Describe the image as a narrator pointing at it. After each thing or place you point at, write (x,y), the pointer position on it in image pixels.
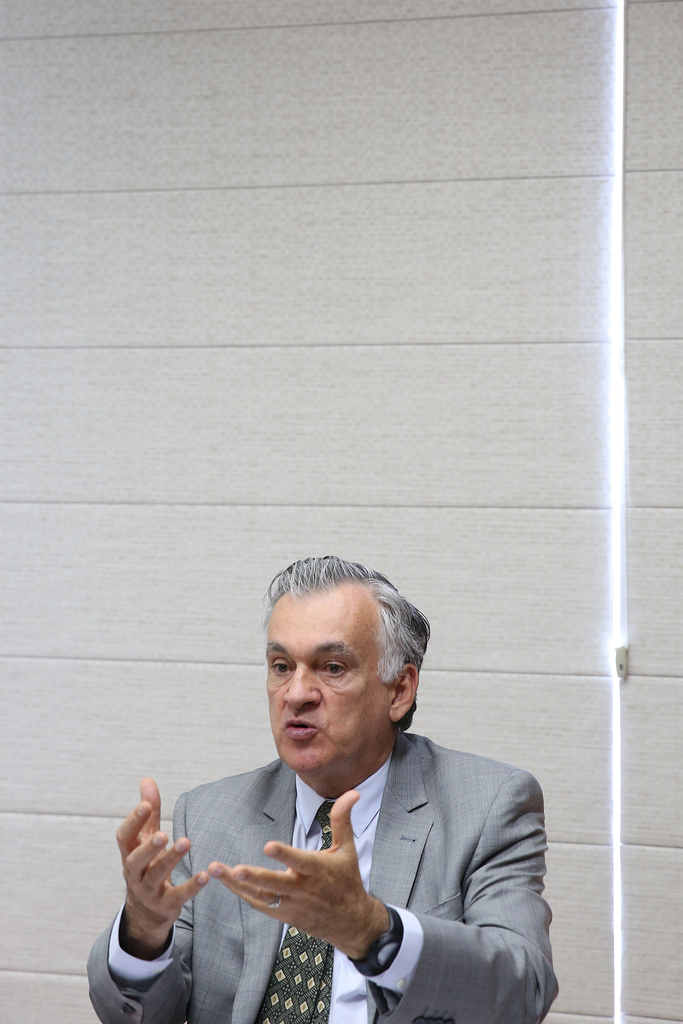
In this picture there is a person (394,807) with grey suit (512,855) is talking. At the back (421,329) there's a wall (571,406).
